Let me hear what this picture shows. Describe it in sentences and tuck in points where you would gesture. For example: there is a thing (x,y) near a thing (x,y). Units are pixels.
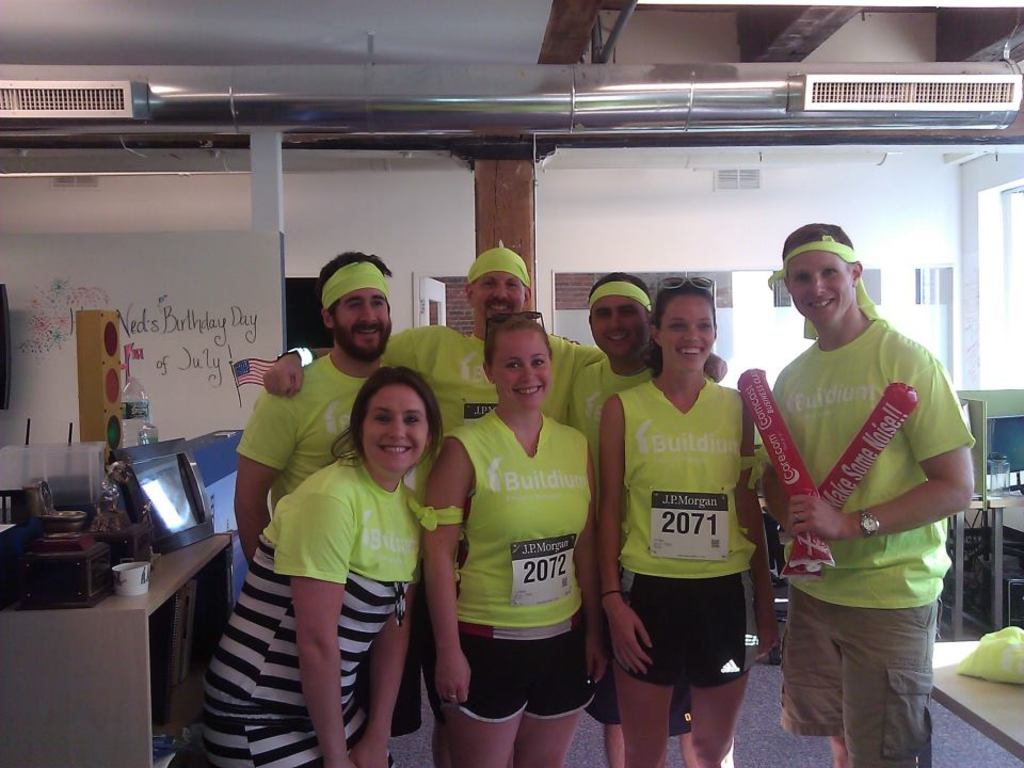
In this image we can see a group of people (670,523) standing on the floor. In that a man (838,594) is holding some balloons (792,561). On the left side of the image (108,650) we can see a table (142,654) containing a monitor (190,537), cup (143,578), bottle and a box (77,482) on it. On the right side (983,651) we can see a cover (979,667) on the table (950,668). On the backside (555,232) we can see some pillars (528,214), wall (542,262), a door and a roof (356,59).
